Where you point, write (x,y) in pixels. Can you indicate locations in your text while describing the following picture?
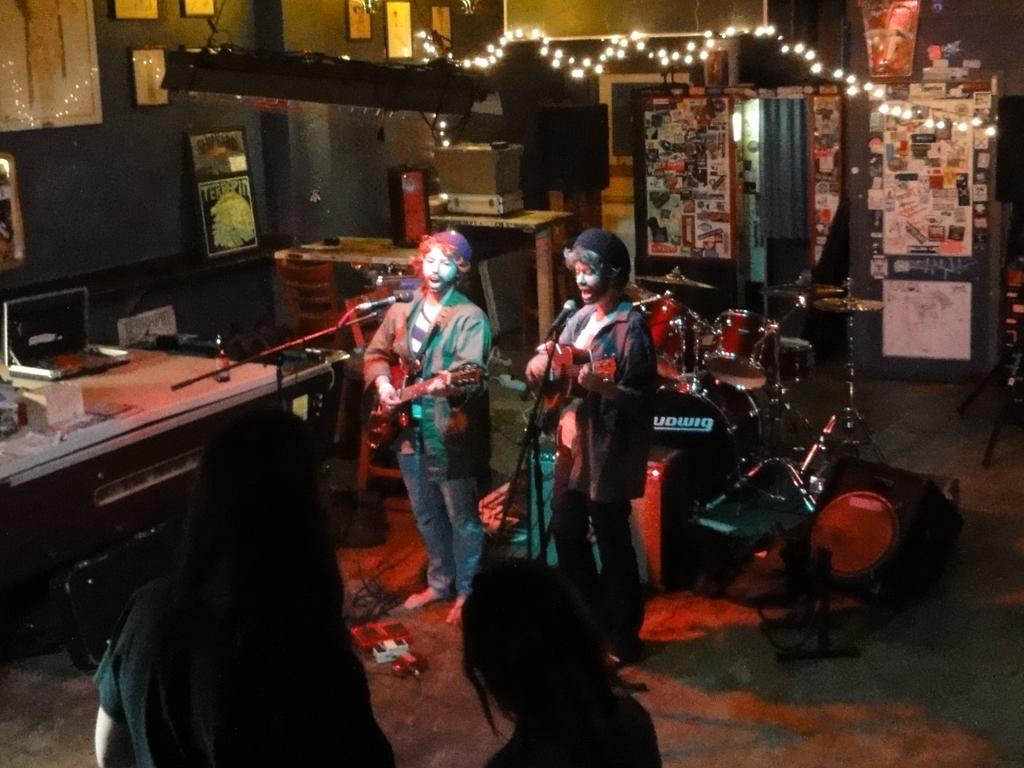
In this picture we can see a room (251,429) in which there are two people (483,412) holding guitars (409,373) and standing in front of the mics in between the room (501,423) and behind them there are some musical instruments (661,409) and to the left side of the picture (170,370) there is a desk (66,429) on which some things (72,412) are placed and some frames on the wall (362,166) and behind them there is a notice board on which some papers (820,110) are pasted and some lights (712,48) to the roof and two people (308,558) in front of them.
